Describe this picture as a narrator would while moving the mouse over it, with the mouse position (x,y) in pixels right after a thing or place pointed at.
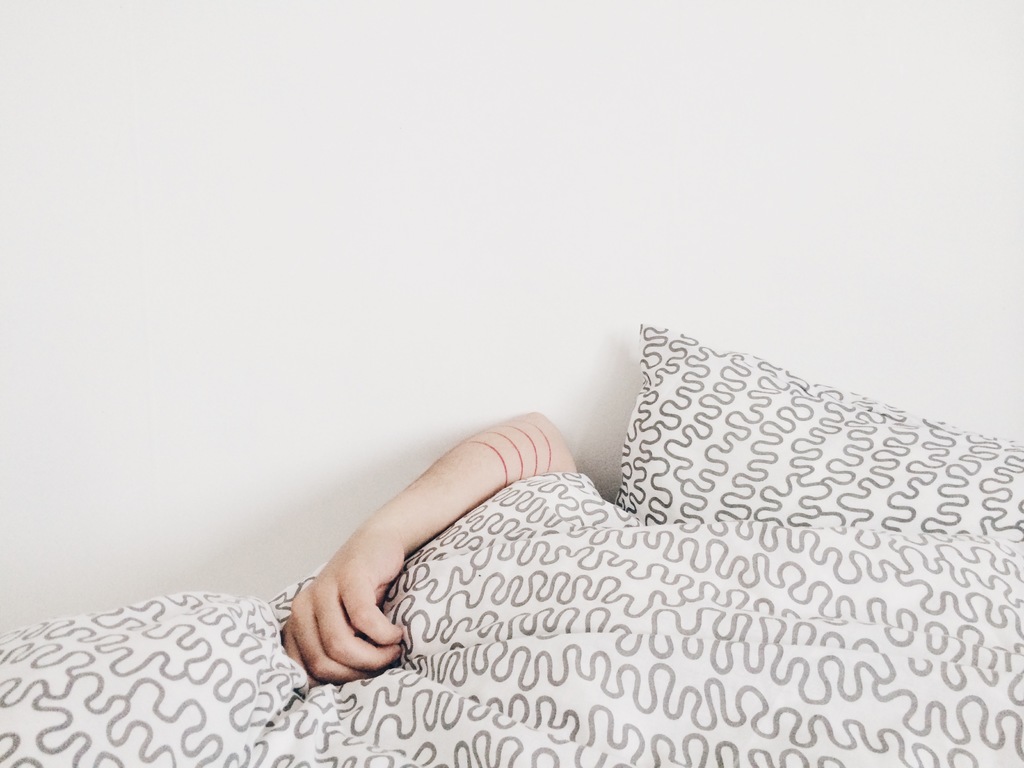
In this picture we can see a person hand (324,677), pillow (724,442), bed sheet (564,518) and in the background (516,175) we can see the wall (116,233).
